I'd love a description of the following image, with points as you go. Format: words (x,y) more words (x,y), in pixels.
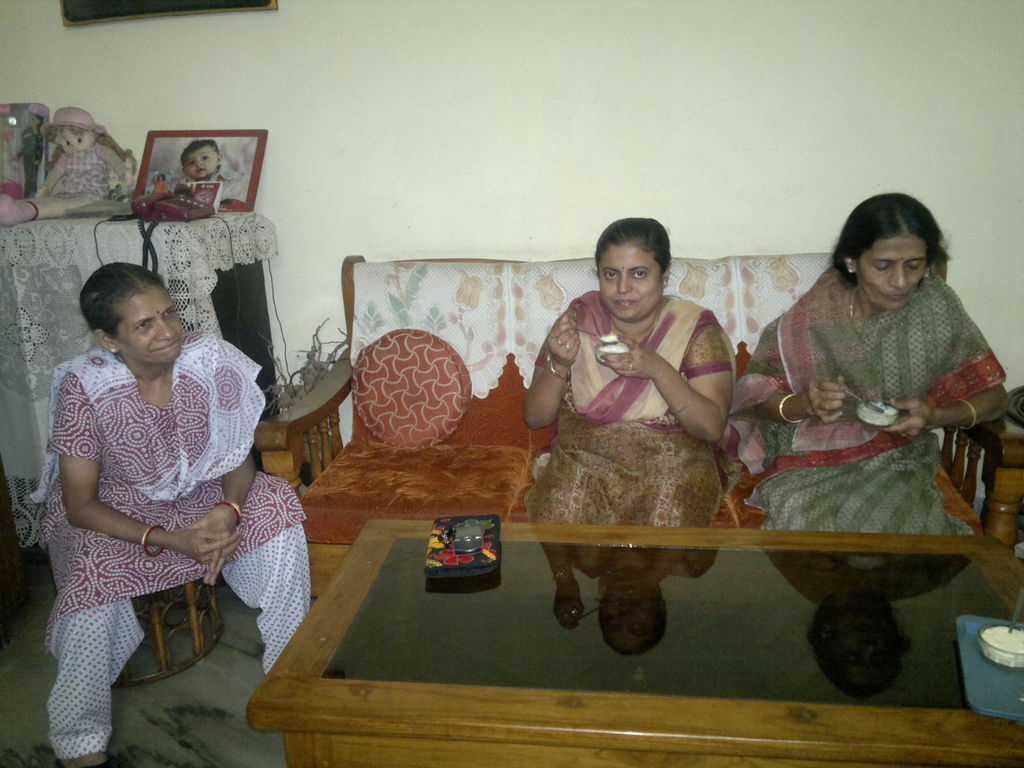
In this there are people (111,313) sitting on the chairs (350,516), in front of them there is a table (650,637) on the table (895,647) there is a bowl (994,651) contained with a food (997,641) kept on that, and on left side (69,228) there is a table (81,240) there is a photo frame (190,159), phone (171,192) and doll (84,161) kept on the table (89,211).
